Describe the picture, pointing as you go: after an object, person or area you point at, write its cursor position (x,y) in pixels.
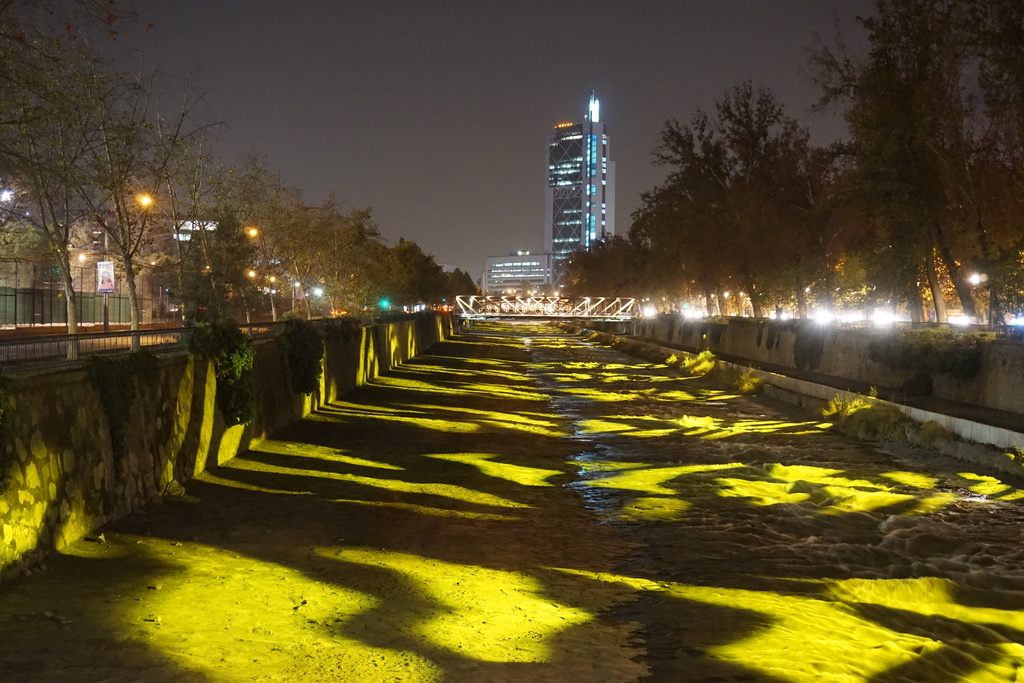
In this image there is a river (442,366), on either side of the river (510,372) there are trees (677,286) and roads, in the background (495,318) there is a bridge (595,315) and a building (583,202).
